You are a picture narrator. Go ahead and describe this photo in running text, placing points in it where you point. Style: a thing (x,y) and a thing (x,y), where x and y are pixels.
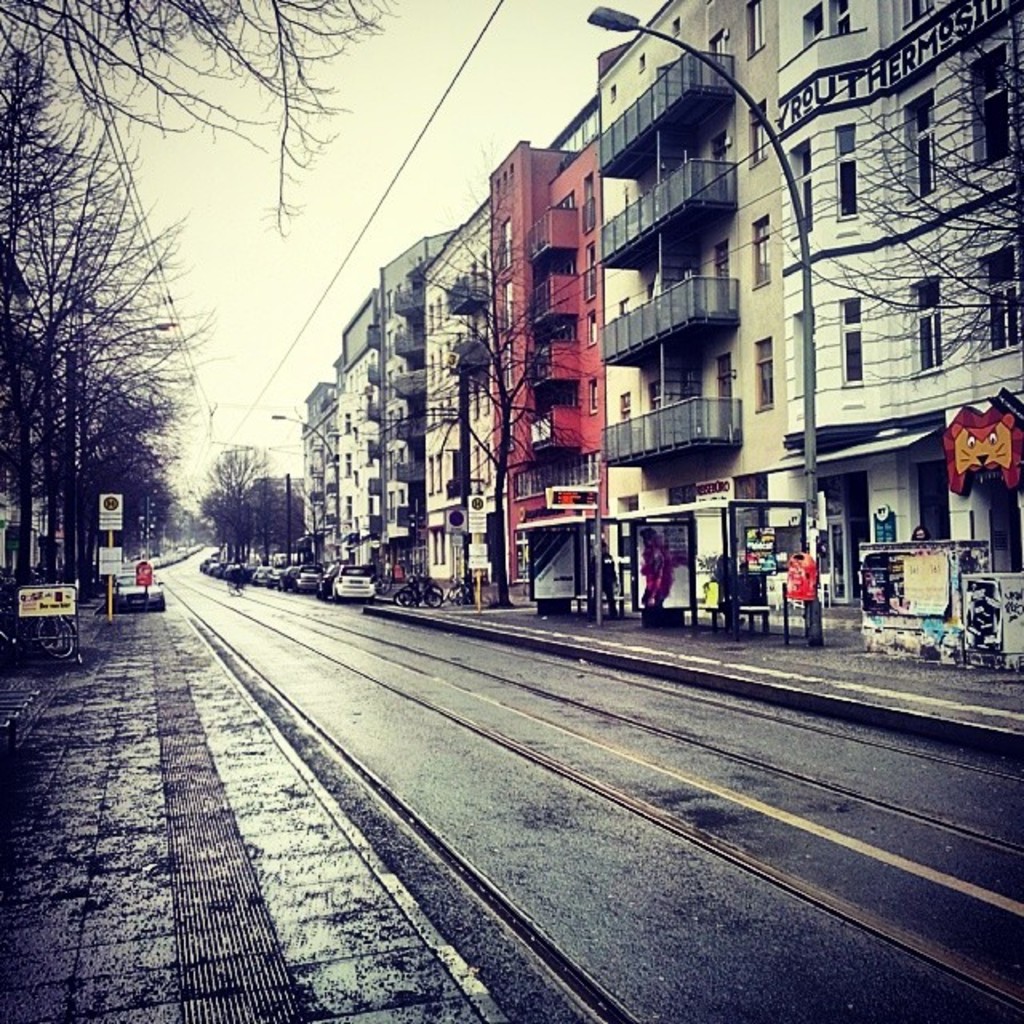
There is a plain road (379,634) and beside the road (190,563) there are plenty of buildings (487,352) and in front of one of the building (629,497) there is a bus bay (748,523) and beside that there is a street light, in a distance from the bus bay (543,563) there are a lot of cars (294,568) parked beside the road (297,595), on the left side (29,425) footpath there are plenty of trees (115,441) and a caution board (119,568), in the background (219,398) there is a sky (298,253).
